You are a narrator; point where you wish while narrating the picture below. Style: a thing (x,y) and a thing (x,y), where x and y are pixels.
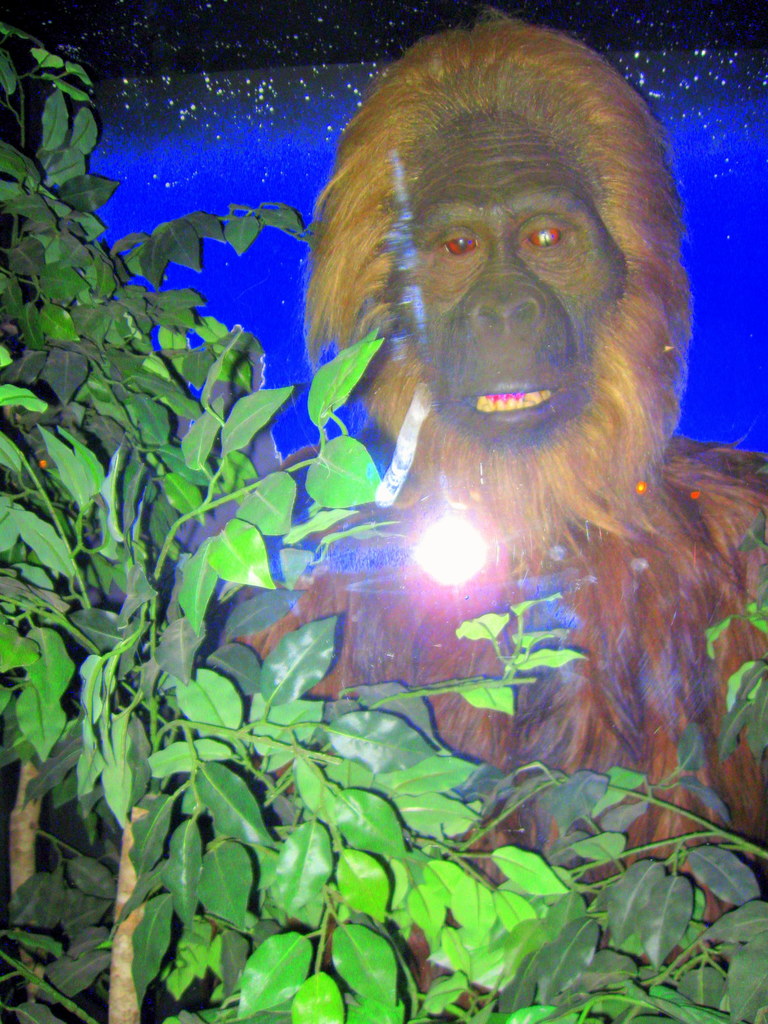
In this image I can see the statue of an animal (451,393). In-front of the statue (512,483) I can see the plants (245,853). And there is a blue and black color background (197,90).
